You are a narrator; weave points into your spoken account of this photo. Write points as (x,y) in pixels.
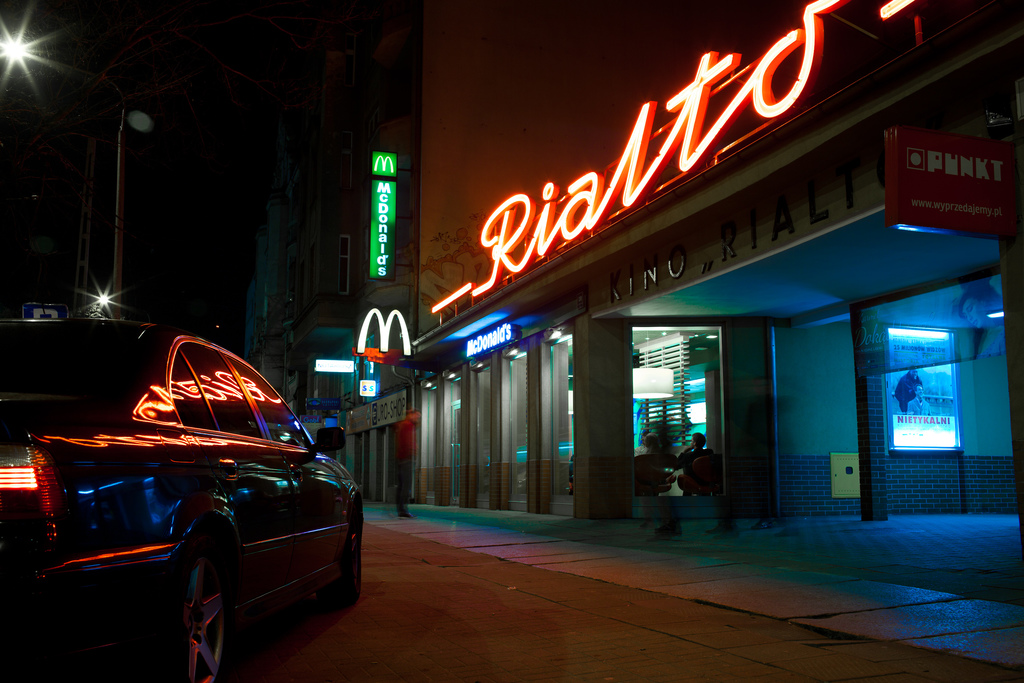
In the foreground of this image (191,597), on the left (163,587), there is a car (192,597) on the road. On the right (792,396), there are buildings (437,341) with name boards (392,237) and the lights (406,321). In the background (211,115), there are two lights (100,299), poles (117,277), a board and the dark sky (155,61).
